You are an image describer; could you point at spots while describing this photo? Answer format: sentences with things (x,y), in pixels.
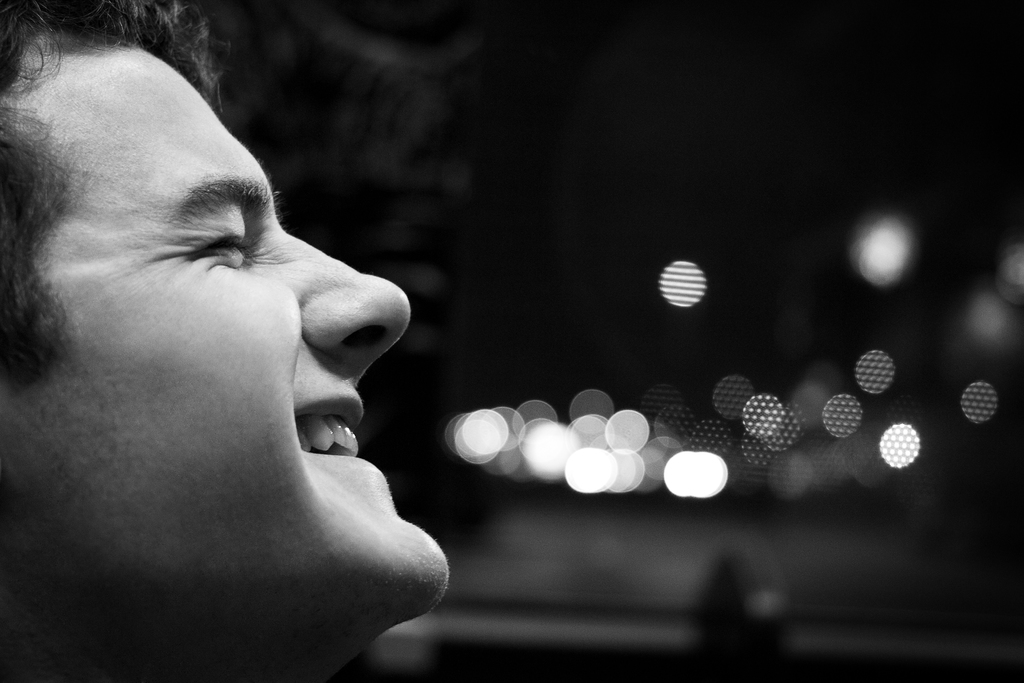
In the foreground of this black and white image, there is the man's face (199,487) on the left (196,522) and the background (902,430) image is blurred with few light focus (689,464).
